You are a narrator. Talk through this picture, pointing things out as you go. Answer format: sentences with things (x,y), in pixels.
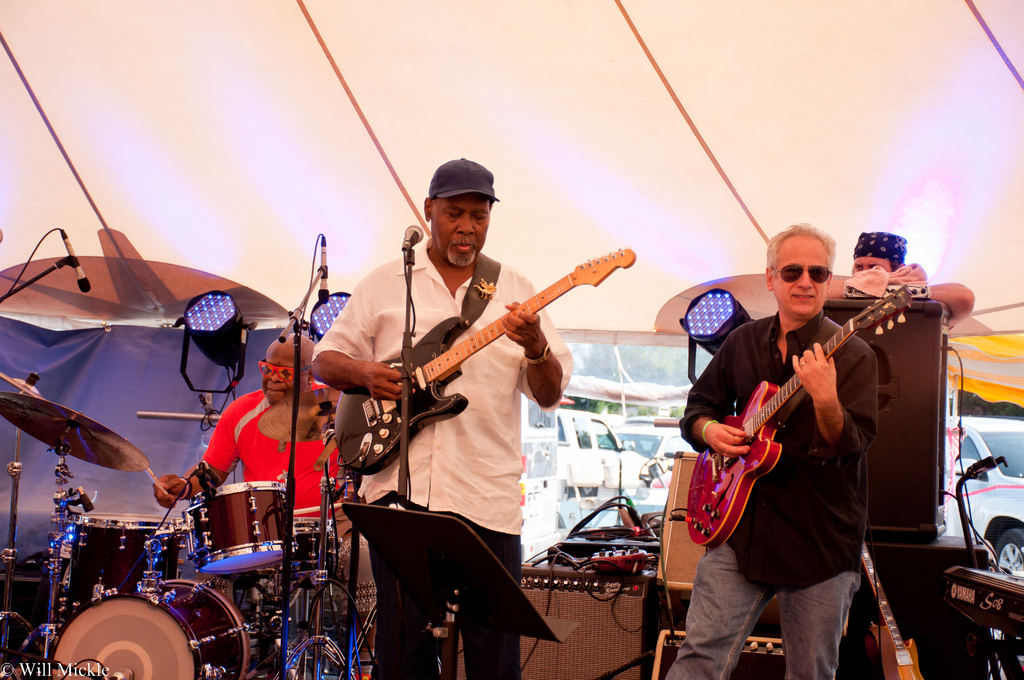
A band (237,400) is performing music on a stage (616,650). In the band (723,361) there are two men (741,366) playing guitars (442,364) in the front (477,386). A man (354,556) is playing drums (234,513) in the background (229,520). There is a man (876,247) standing behind the speakers (928,376).
